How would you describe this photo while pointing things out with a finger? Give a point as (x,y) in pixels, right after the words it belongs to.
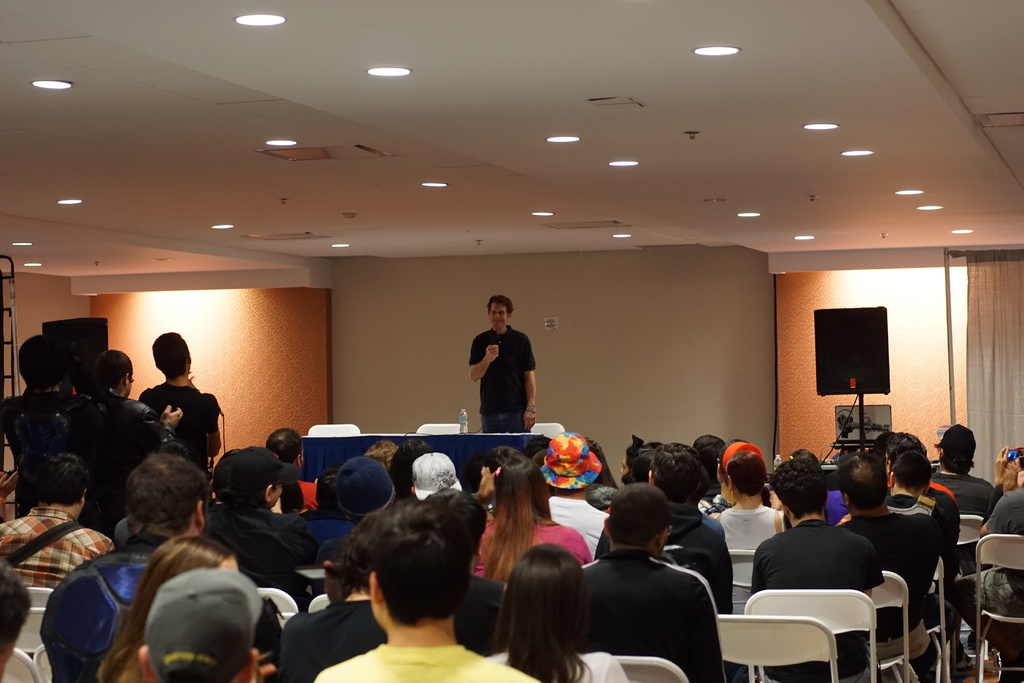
In this image i can see inside view of a building (666,293) and there are the persons (348,515) sitting on the chair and there are gathered and a man (505,413) stand in front of the table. And there is a bottle (463,420) on the table (478,440) and right side (1007,369) there is a curtain (990,370) with white color.
